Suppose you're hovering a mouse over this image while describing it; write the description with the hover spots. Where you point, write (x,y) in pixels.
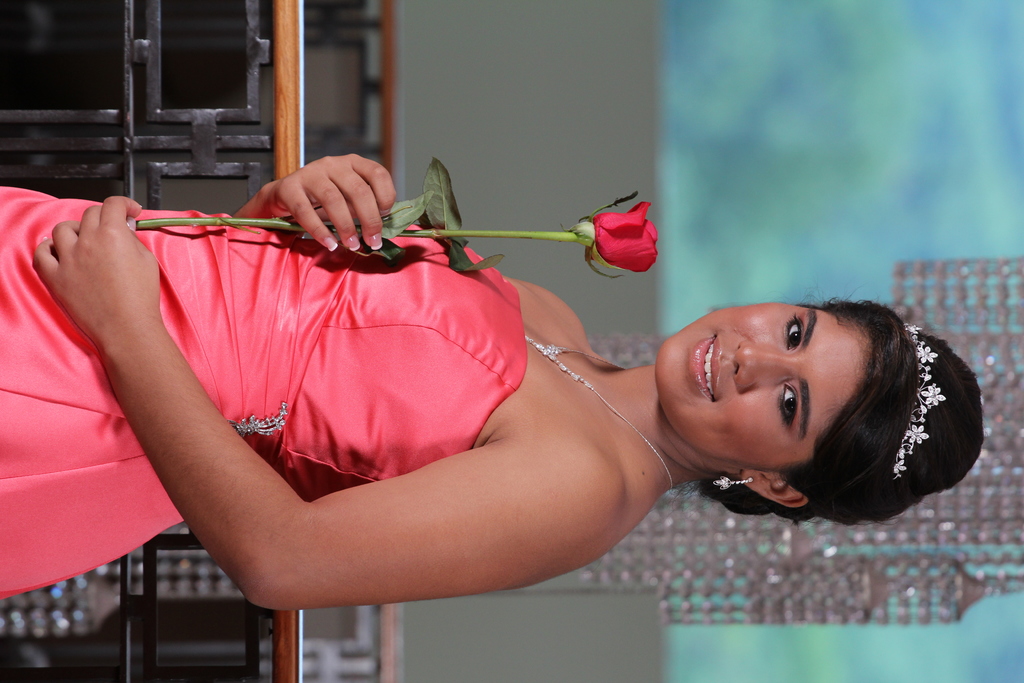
In this image I can see the person (587,453) is holding the rose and the person (370,429) is wearing peach color dress (297,385) and I can see the railing (183,109) and I can see the blurred background (908,555).
